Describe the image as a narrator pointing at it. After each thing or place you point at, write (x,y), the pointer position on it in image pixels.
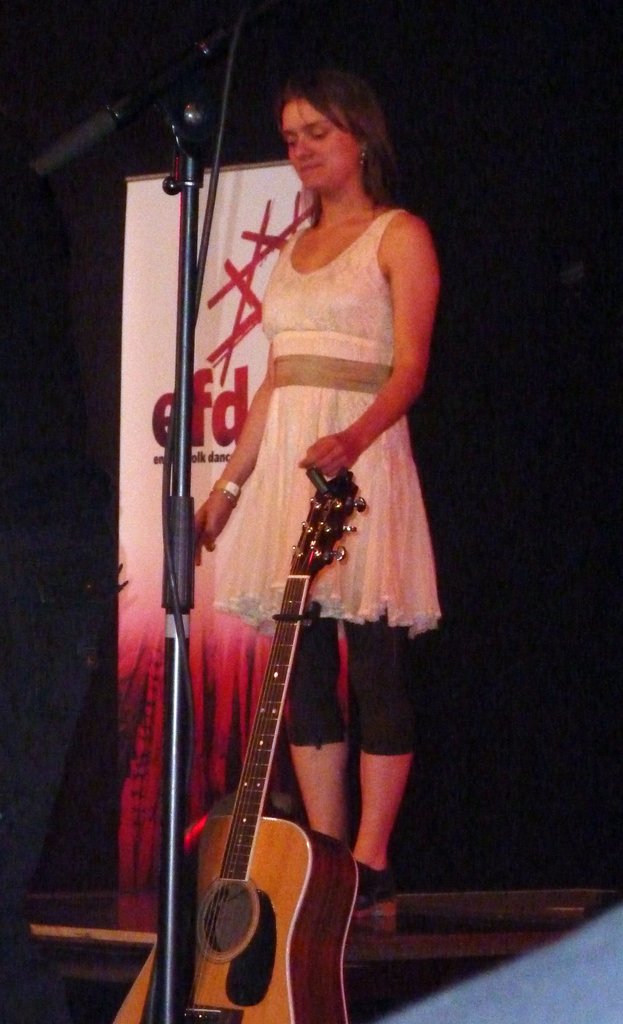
here in this picture we can see a girl (368,308) catching a guitar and standing in front of a micro phone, there is banner (236,228) near the girl (245,485).
